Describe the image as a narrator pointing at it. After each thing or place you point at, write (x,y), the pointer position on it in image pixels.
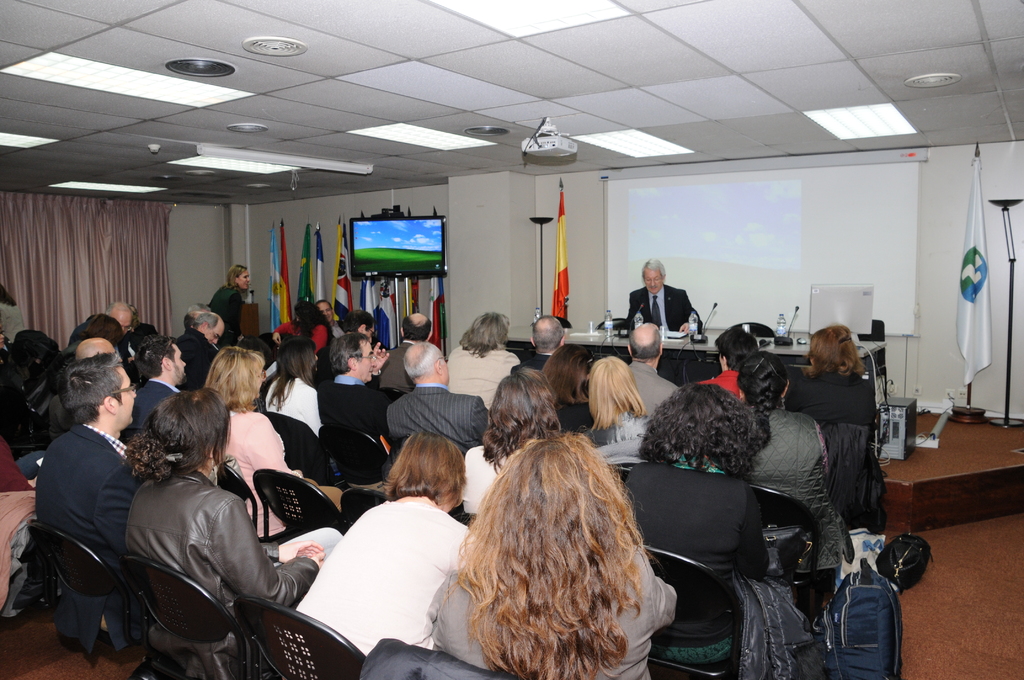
In this picture we can see some people (388,506) are sitting on the chairs (375,475), in front we can see one person (649,306) is sitting and talking in mike (698,339), side we can see flags (318,245) and we can see display (403,231).
